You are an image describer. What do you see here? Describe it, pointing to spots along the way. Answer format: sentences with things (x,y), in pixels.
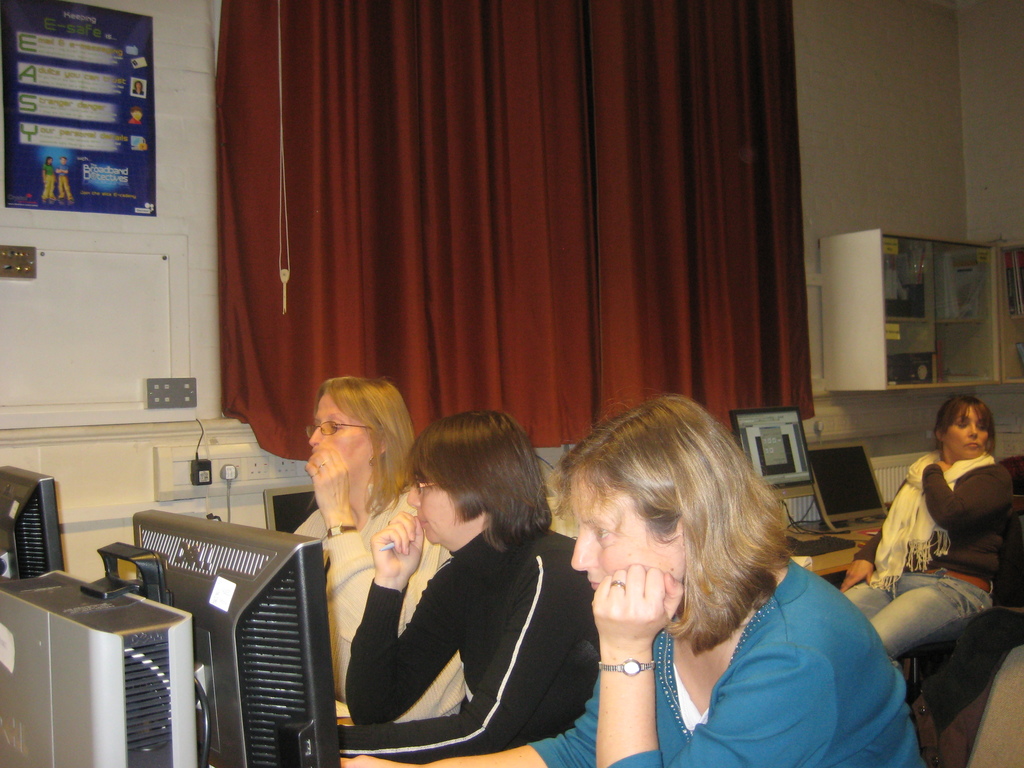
This picture might be taken inside the room (864,632). In this image, on the right side (987,582), we can see a woman (982,523) sitting on the chair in front of the table (866,526). On that table (827,559), we can see the monitor (862,506), keyboard (810,550). In the middle of the image (379,485), we can see three people (520,642) sitting on the chair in front of the table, on that table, we can see the monitors (208,542). In the background (72,516), we can see few monitors (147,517), curtains (644,281), shelf (935,323), posters (74,161) and a wall (941,137), we can also see a switchboard (251,481) in the background (251,481).
